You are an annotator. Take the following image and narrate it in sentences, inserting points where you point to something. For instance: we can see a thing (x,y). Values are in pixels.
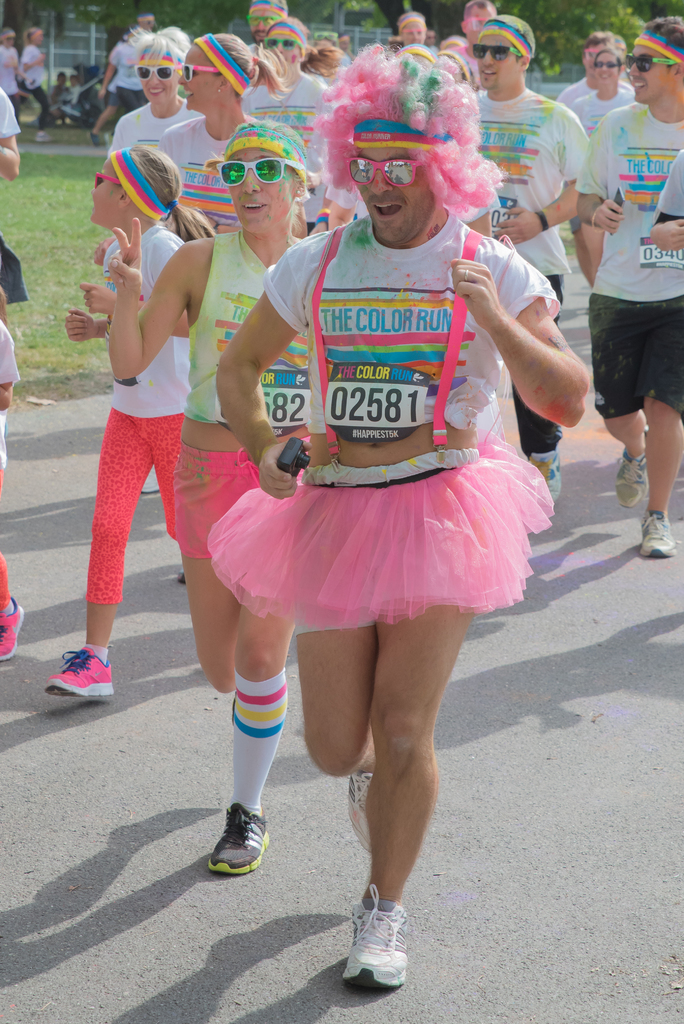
In the image we can see there are people (401,262) running on the road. There is a man (323,264) wearing pink colour mini skirt (355,564) and pink colour hair wig (401,91). Behind there are other people (271,123) and there is a ground (48,234) covered with grass (52,245). Background of the image (23,63) is little blurred.
